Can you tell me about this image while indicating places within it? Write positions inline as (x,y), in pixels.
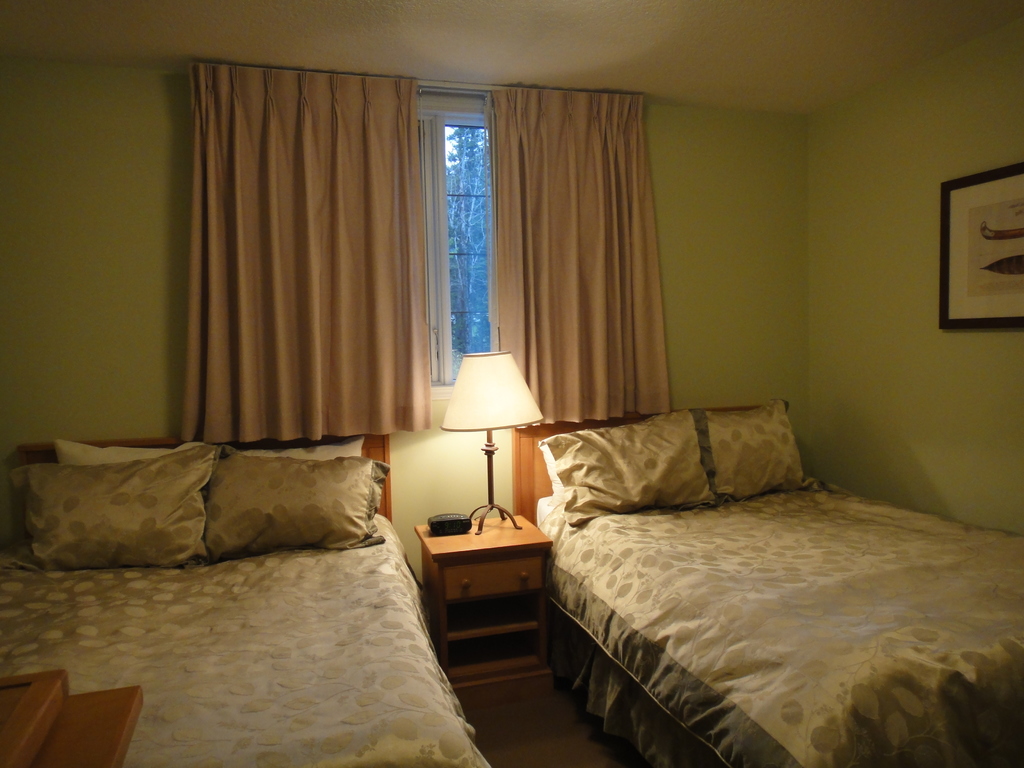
This image is clicked inside the room (623,579). There are two cots (390,620) in the room (513,633). On the cots (340,684) there are mattresses (426,611) and pillow (696,466). In between the beds (553,516) there is a small wooden cupboard (480,589). On the cupboard (500,531) there is a table lamp (488,441). Behind the beds (756,591) there's a wall (675,217). In the center (464,270) there is a window (462,280) to the wall (752,242). There are curtains (547,235) to the windows (458,171). To the right (995,244) there is a picture frame (985,282) on the wall (900,210).
